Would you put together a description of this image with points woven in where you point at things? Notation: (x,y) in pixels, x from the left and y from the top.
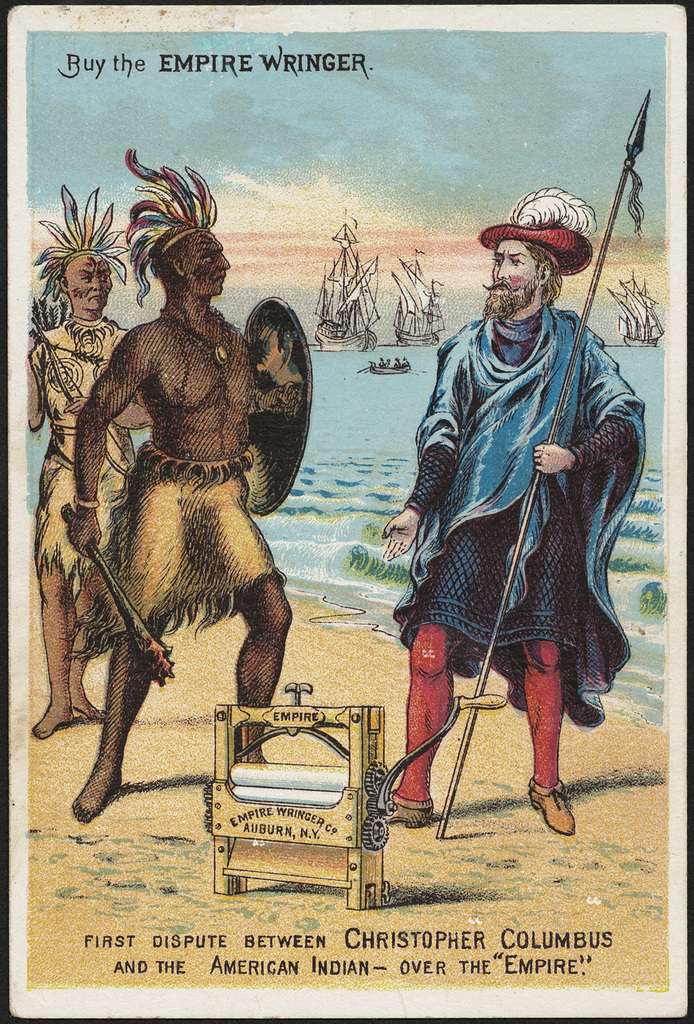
In the picture we can see a painting (242,921) of a tribal person (170,420) standing with a weapon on the sea shore (228,679) and in the water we can see some boats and in the background (103,181), we can see sky (566,147) with clouds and on it written as buy the empire wringer.
